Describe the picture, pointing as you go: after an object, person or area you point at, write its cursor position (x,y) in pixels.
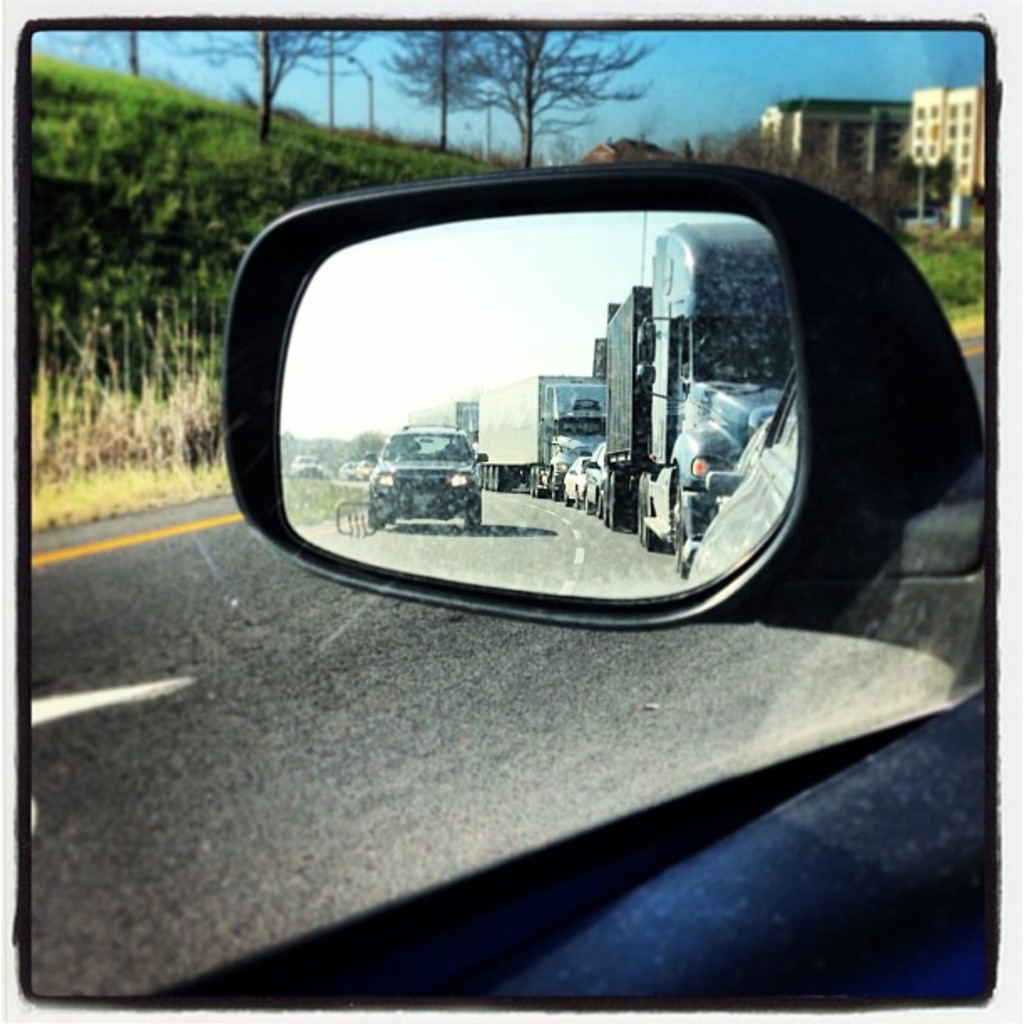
In this picture in the foreground (882,784) there is one car (844,953) and mirror (331,248), in the background (901,123) there are some trees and buildings (925,134), at the bottom (590,760) there is a road (246,599). On the top of the image (340,66) there is sky (687,63).
